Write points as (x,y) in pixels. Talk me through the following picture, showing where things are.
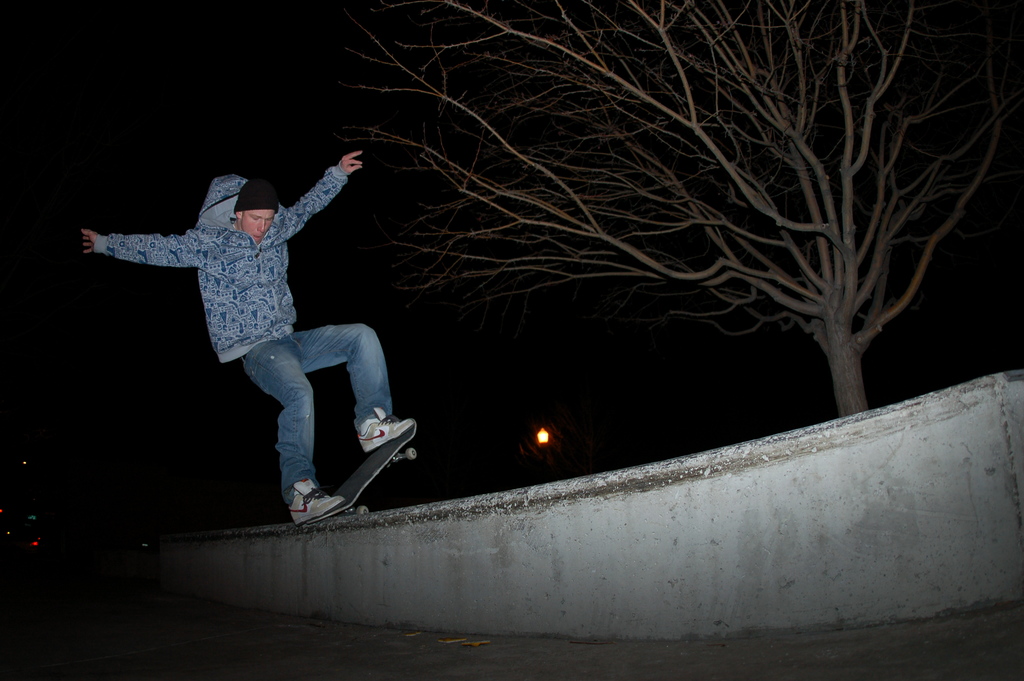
In the picture we can see a man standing on the skateboard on the wall (722,553) and balancing on the wall (723,538) and besides to him we can see a dried tree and in the dark.
